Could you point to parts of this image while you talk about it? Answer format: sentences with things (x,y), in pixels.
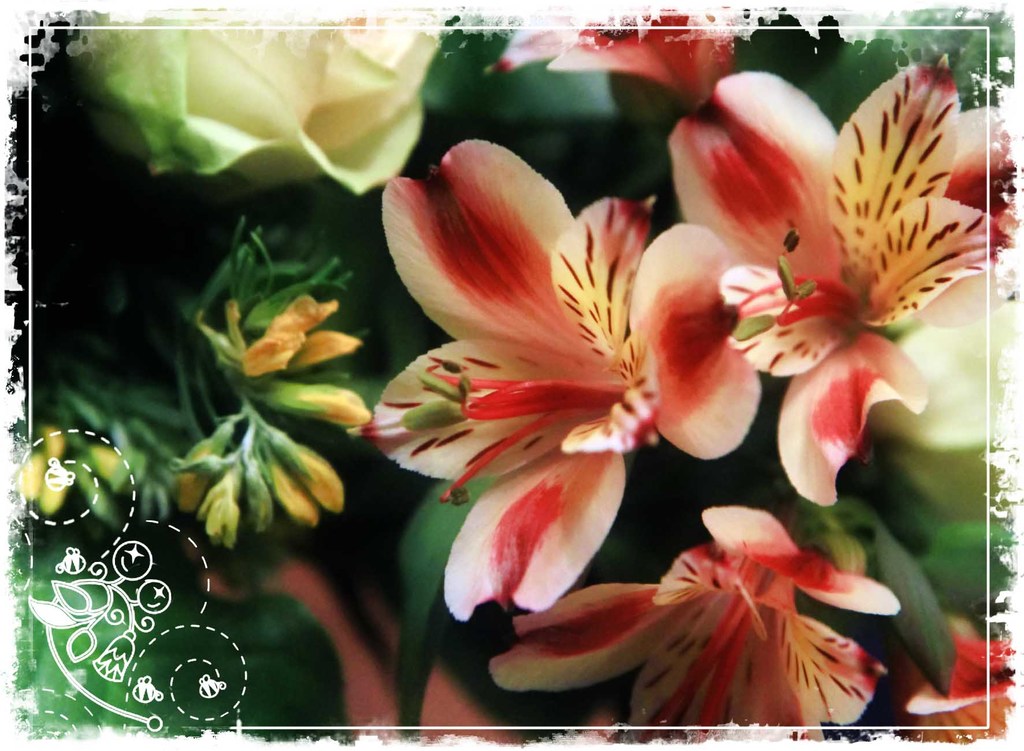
In this image I can see few flowers (597,359) which are cream, green, red, black and orange in color to the plants (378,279) which are green in color.
